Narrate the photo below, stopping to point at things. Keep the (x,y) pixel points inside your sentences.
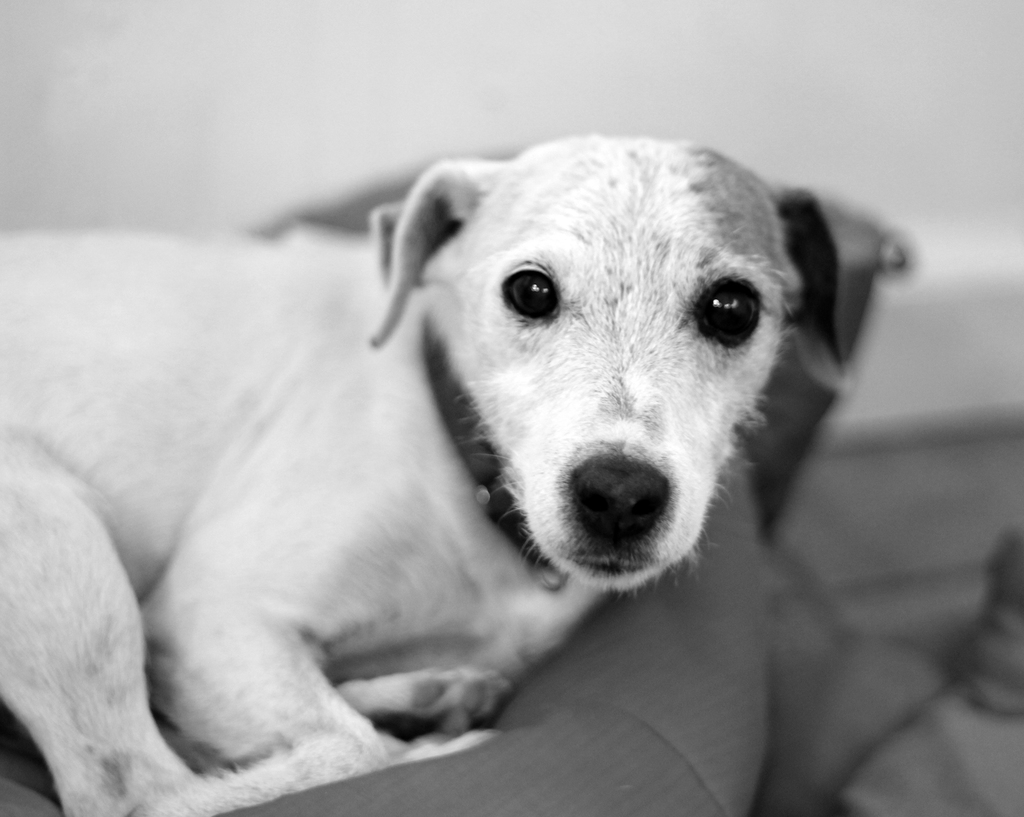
This is a black and white image. In this image we can see a dog (342,489). And the background (785,131) is looking blur.
